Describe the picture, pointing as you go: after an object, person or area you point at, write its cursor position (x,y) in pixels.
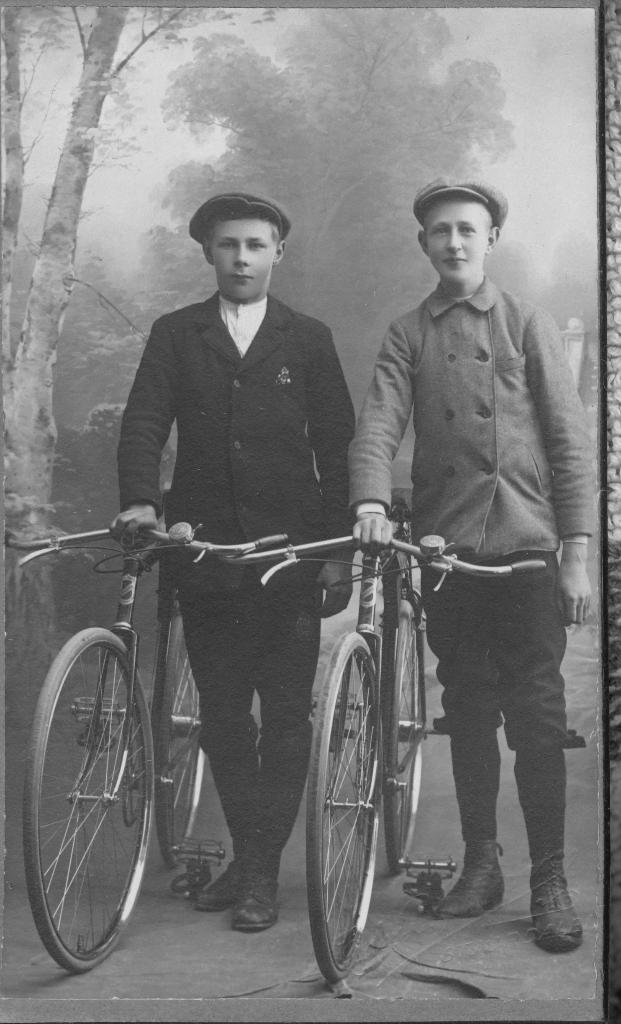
In this image we can see black and white picture of two persons (447,531) standing on the ground (119,850) are holding bicycle (164,683) with their hands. In the background (450,159), we can see a group of trees (103,52) and the sky (555,153).
